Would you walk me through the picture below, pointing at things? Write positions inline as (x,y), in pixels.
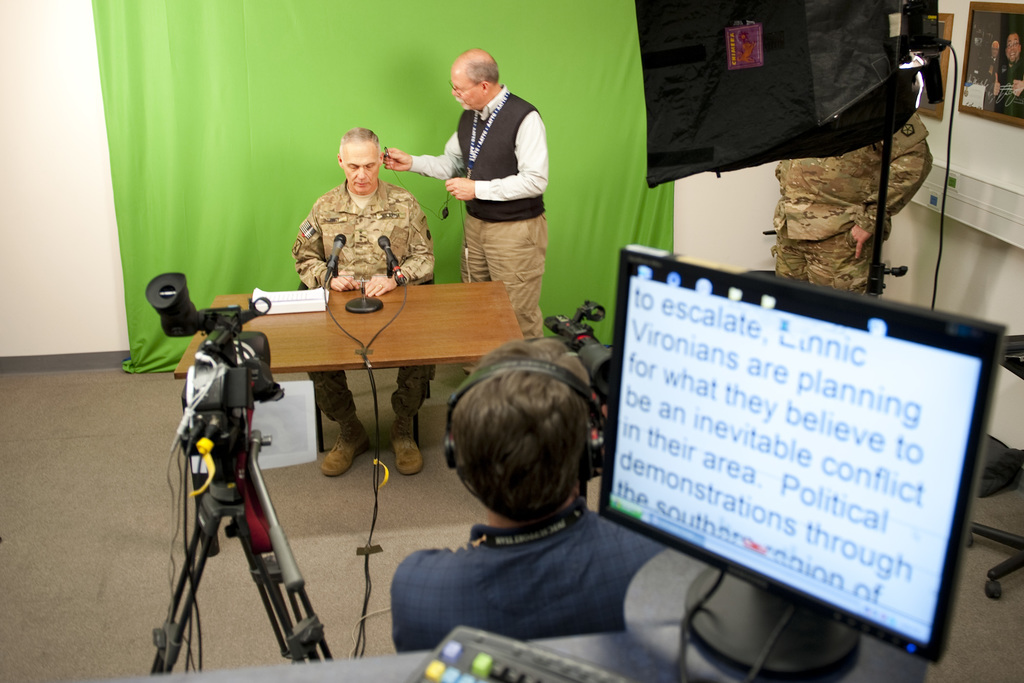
There are four persons (564,519). He is sitting on the chair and there is a camera (589,366). There is a carpet (68,543) on the floor (193,662). This is a table (330,349). On the table (330,341) there is a book (291,305), and mike's (403,279). Here we can see a monitor (733,570), keyboard (499,681), and a cloth (327,88). In the background (708,205) there is a wall (708,252) and frames (984,101).
